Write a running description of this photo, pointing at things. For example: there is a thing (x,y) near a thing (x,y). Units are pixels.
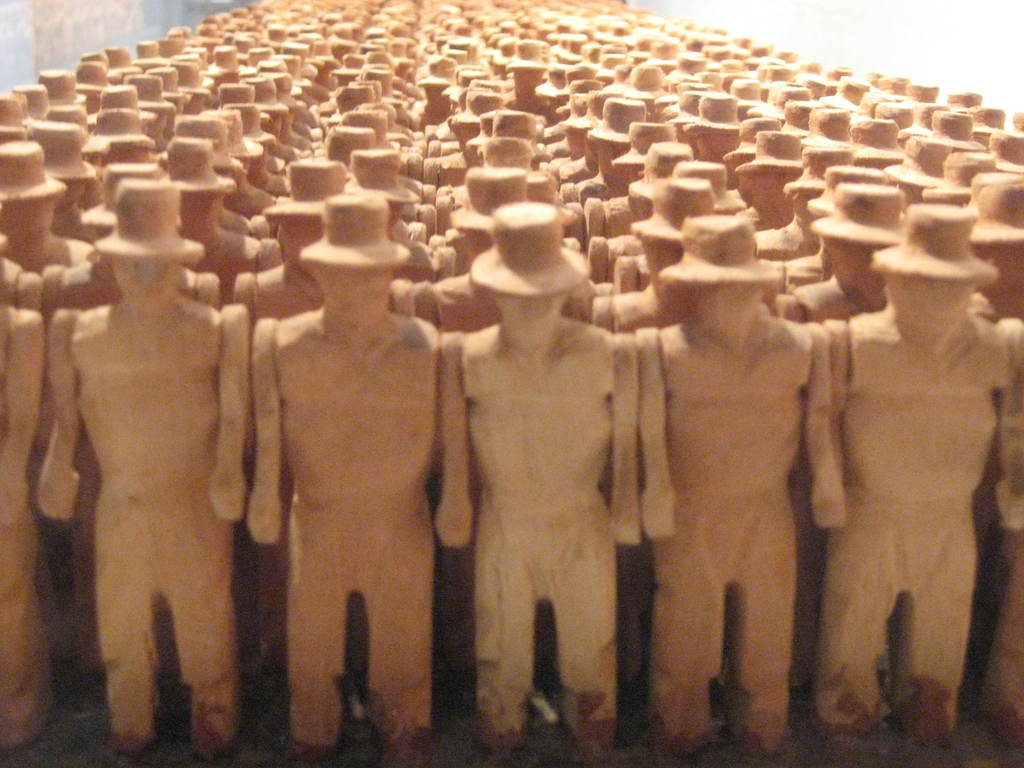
In the image we can see there are many statues (505,388) of a person (529,139) standing and wearing hat (718,45).
